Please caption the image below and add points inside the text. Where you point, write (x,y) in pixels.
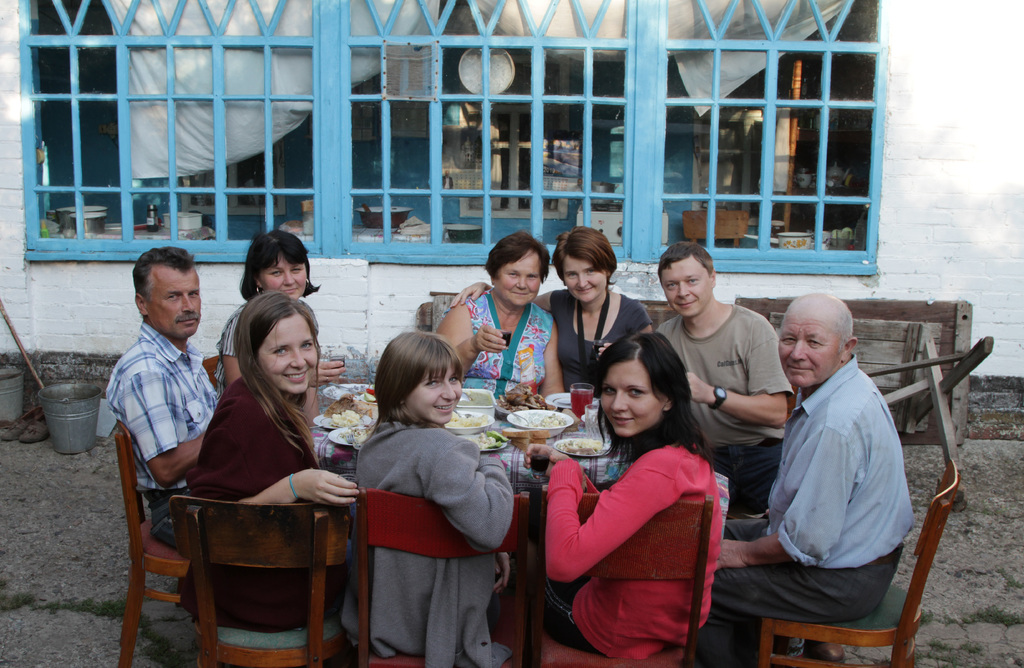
This is outside of a house (825,246). Nine people (838,522) are sitting on chair (437,549). They are looking happy as they are smiling. In the middle (349,429) there is a dining table (492,452). On the table (351,453) there is foods (347,410), plates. bowl (555,417). glass (580,395). In the background (363,172) there is a window (226,142). Through the window (120,196) we can see inside of the house (535,224). In the left side (90,390) there is a bucket (68,414), a pair of shoes (27,427), a stick (27,362). In the foreground (599,538) a lady (599,534) is wearing a red t shirt (564,487). She is holding a glass (531,462). Beside her a lady (455,475) is wearing a grey jacket (454,568), she is smiling. In the left side (274,452) the lady (258,425) is wearing a maroon top (276,578). Beside her a person (144,414) wearing a white and blue check shirt (157,410). In the right side (866,428) a person (850,477) is wearing a blue shirt (810,541) and a black pant (809,582). He is bald head (813,317). Beside him a person (737,343) is wearing a khaki t shirt (708,371) and a watch (722,388). Beside that person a lady (564,323) is wearing a black t shirt (618,315). She is holding a glass (597,343) and wearing a necklace (580,336). She put her hand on the shoulder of a lady (529,328) who is sitting next to her. That lady (518,335) is holding a glass (508,343). She is also smiling. The wall (929,244) is white. We can see curtain (184,131). This is the floor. There are grass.
